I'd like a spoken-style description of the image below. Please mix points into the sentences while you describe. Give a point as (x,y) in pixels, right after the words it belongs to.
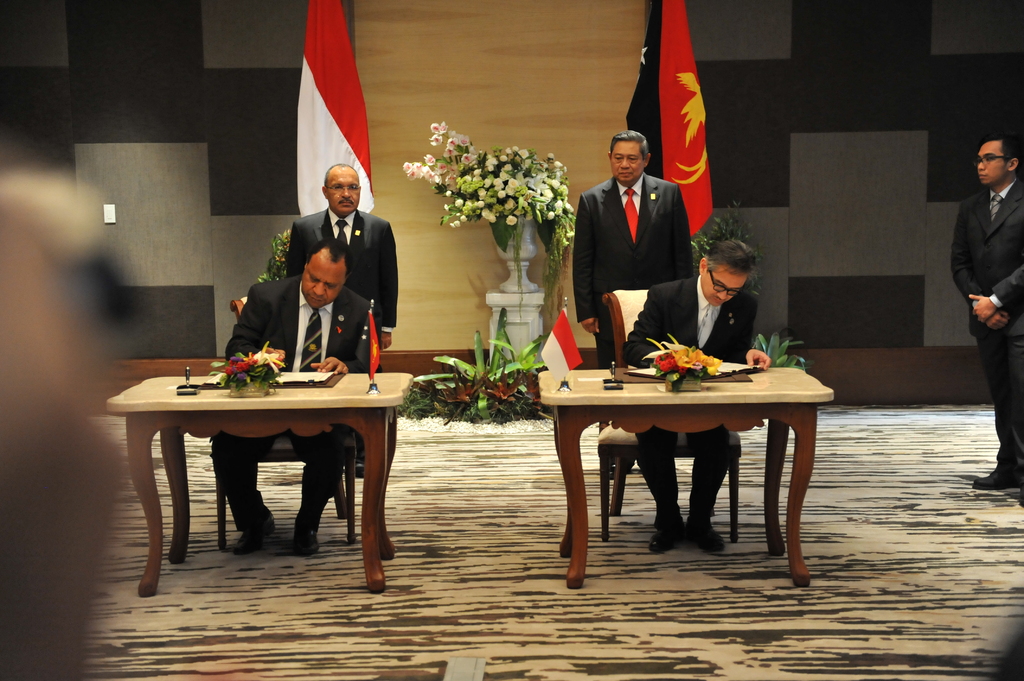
These two persons (707,312) are sitting on a chair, in-front of them there are tables (636,403), on this table (688,402) there is a plant (697,368), papers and flags (551,360). These two persons (578,214) are standing. Backside of this two persons (637,231) there are flags (693,107) and a flowers (494,182) in a vase (510,254). Far this person (995,299) is standing and wore suit (1006,261) and spectacles (981,159).
